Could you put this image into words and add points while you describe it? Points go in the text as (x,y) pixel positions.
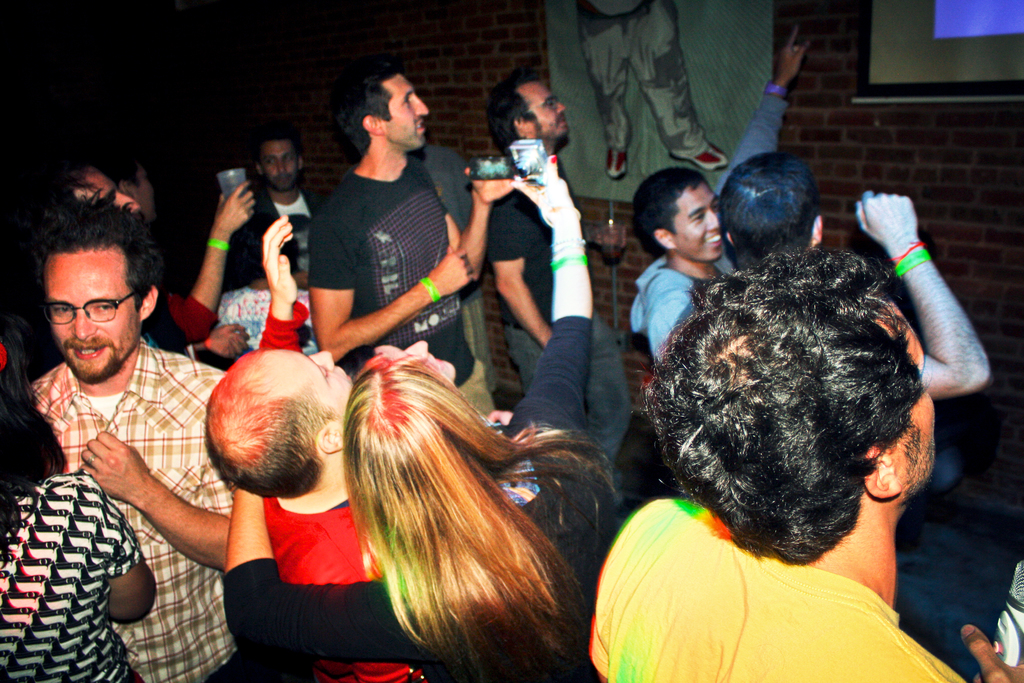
In the picture I can see a group of people (423,405) are standing on the floor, among them some are holding objects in hands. In the background (917,87) I can see a projectors screen (917,87), a paper (699,126) attached to a brick wall (213,171) and some other objects (615,299).
